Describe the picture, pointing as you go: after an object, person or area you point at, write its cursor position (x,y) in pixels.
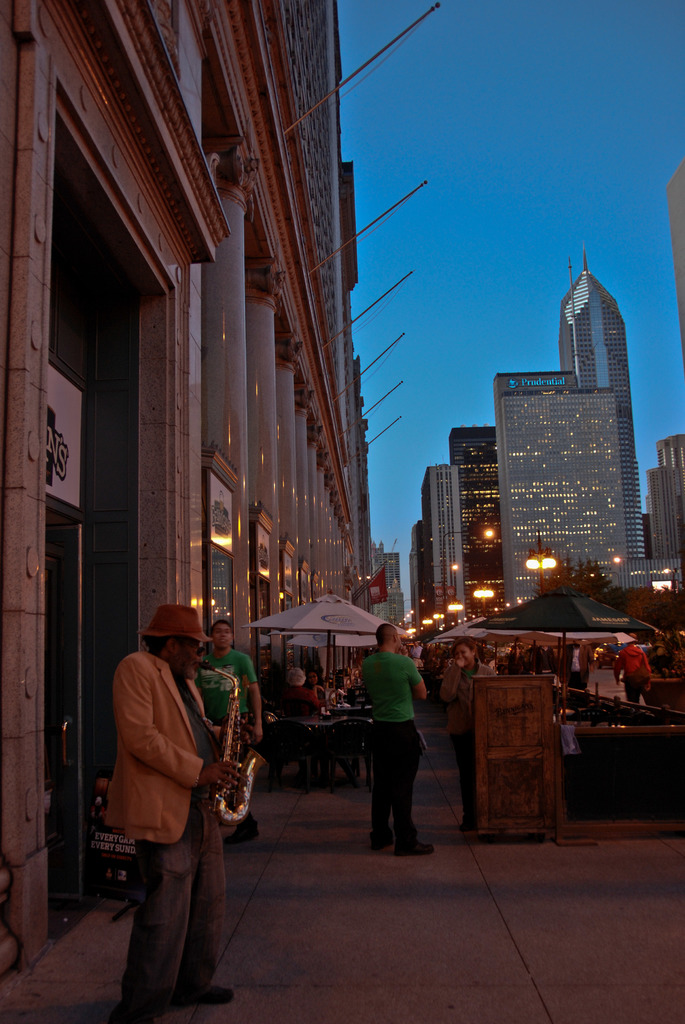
In this picture we can see a man (205,816) is holding a saxophone (229,747). Behind the man (201,782) there are chairs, a table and there are umbrellas (327,639) with stands (566,684). Behind the umbrellas (314,635), there are street lights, trees (577,572), buildings (482,480) and the sky (504,185).
